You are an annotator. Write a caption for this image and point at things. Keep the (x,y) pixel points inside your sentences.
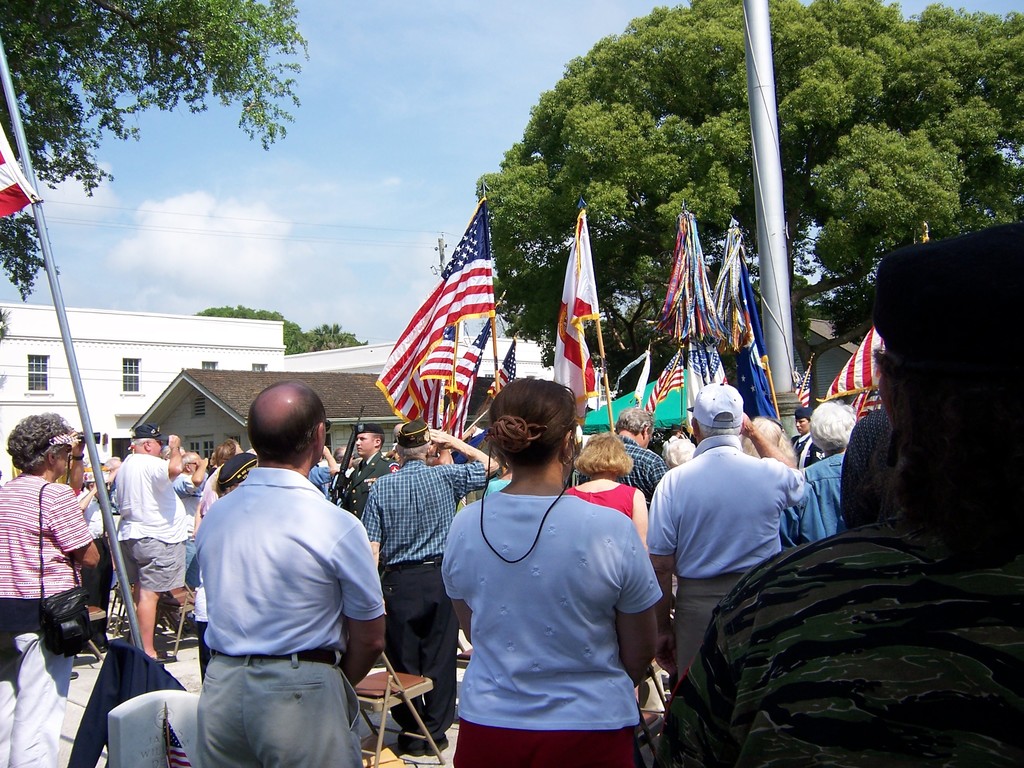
In the image there are many flags (483,328) and around the flags (486,328) there is a crowd (487,479) and most of them are saluting to the flags (559,317), in the background (815,204) there is a huge tree (712,194) and around the tree (535,281) there are houses (125,324).
